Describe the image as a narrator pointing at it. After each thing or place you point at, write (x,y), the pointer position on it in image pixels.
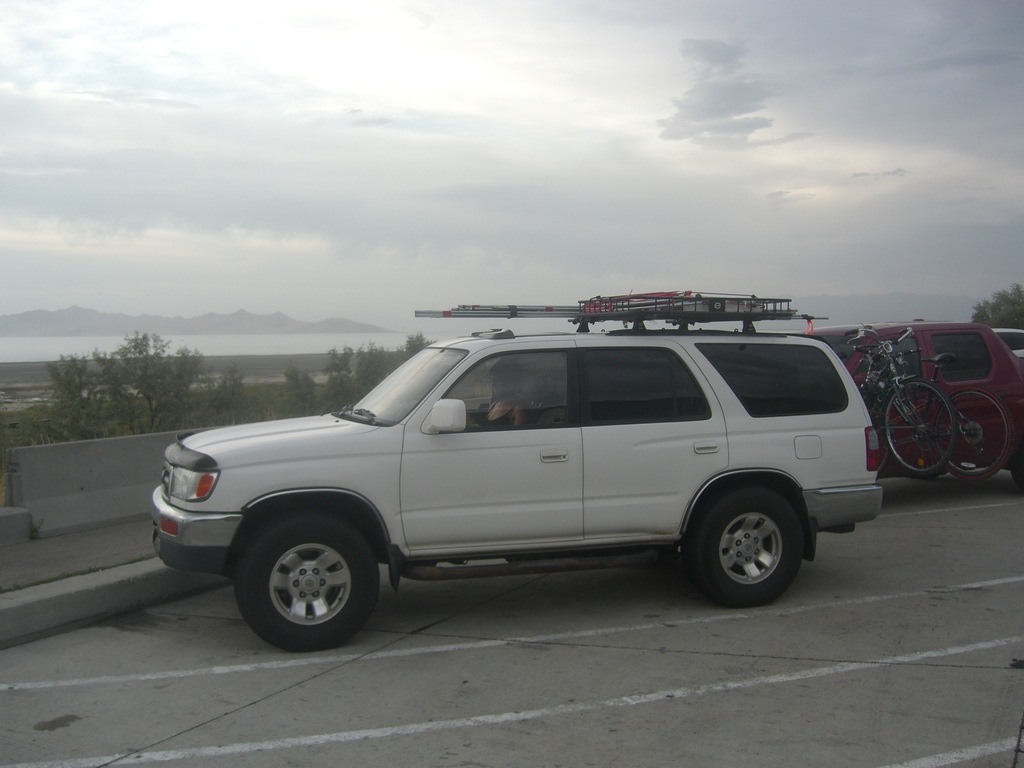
There is a white color vehicle (692,424) on the road (694,594), on which there are white color lines (990,749) and other vehicles (1019,334). In the background (1014,296), there are trees (277,400) and there are clouds (325,134) in the sky (195,169).
